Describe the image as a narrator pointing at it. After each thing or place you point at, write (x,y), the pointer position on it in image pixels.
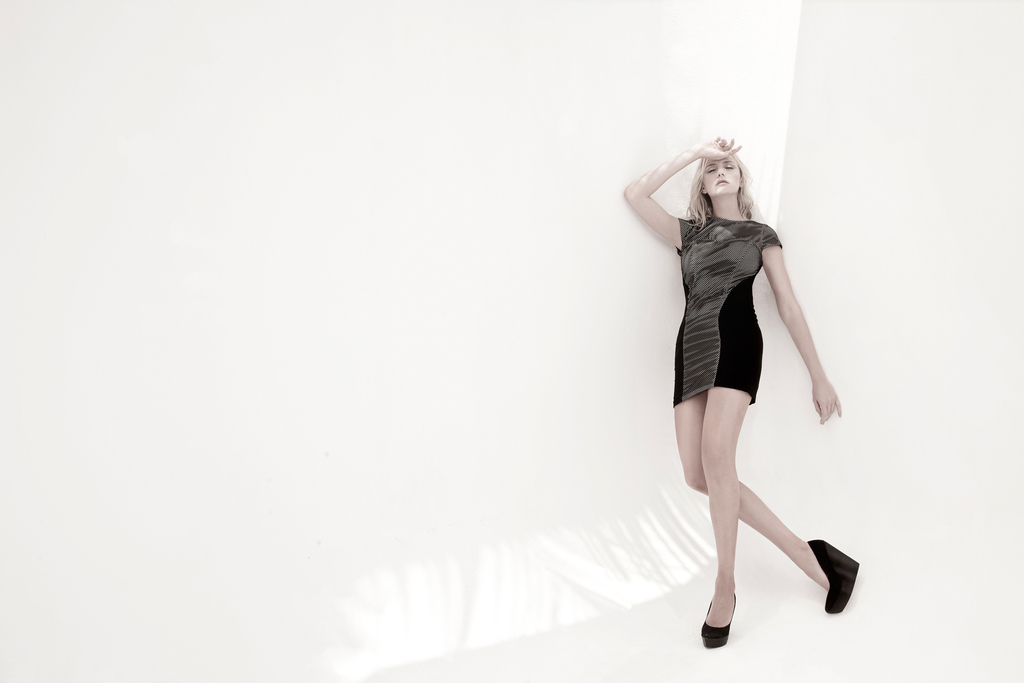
On the right side (737,526) there is a woman (744,331) wearing black color dress (714,318) and standing. The background (707,544) is in white color.
